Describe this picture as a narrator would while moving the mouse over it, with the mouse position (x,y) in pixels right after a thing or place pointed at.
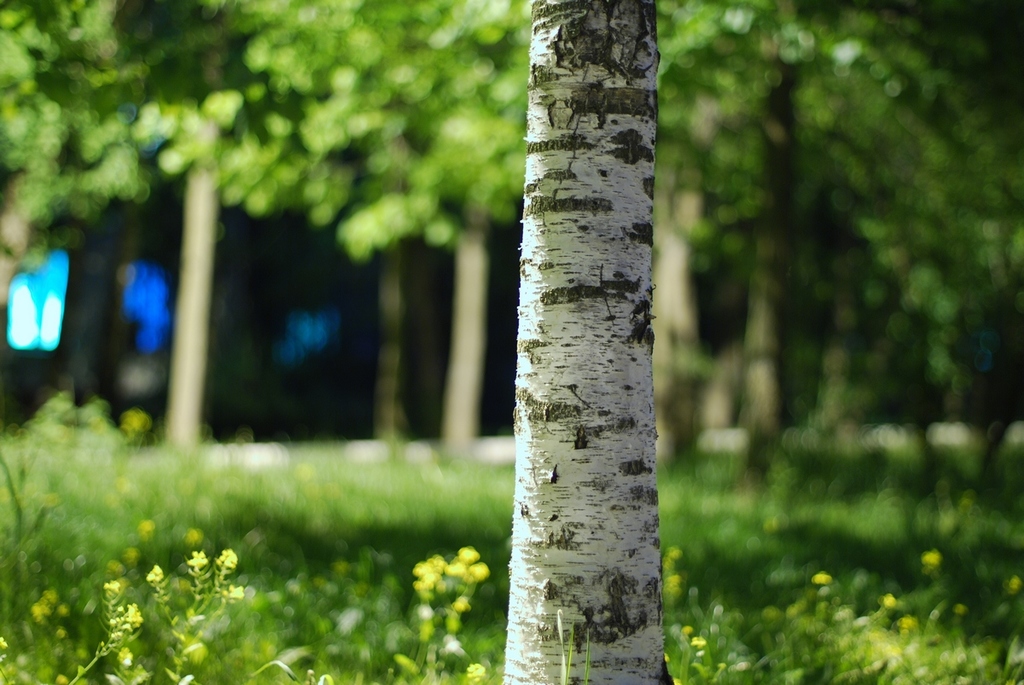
In this image we can see the tree trunk (549,334). The background of the image (680,555) is slightly blurred, where we can see grass (786,579), plants (120,639) and trees (739,53).
